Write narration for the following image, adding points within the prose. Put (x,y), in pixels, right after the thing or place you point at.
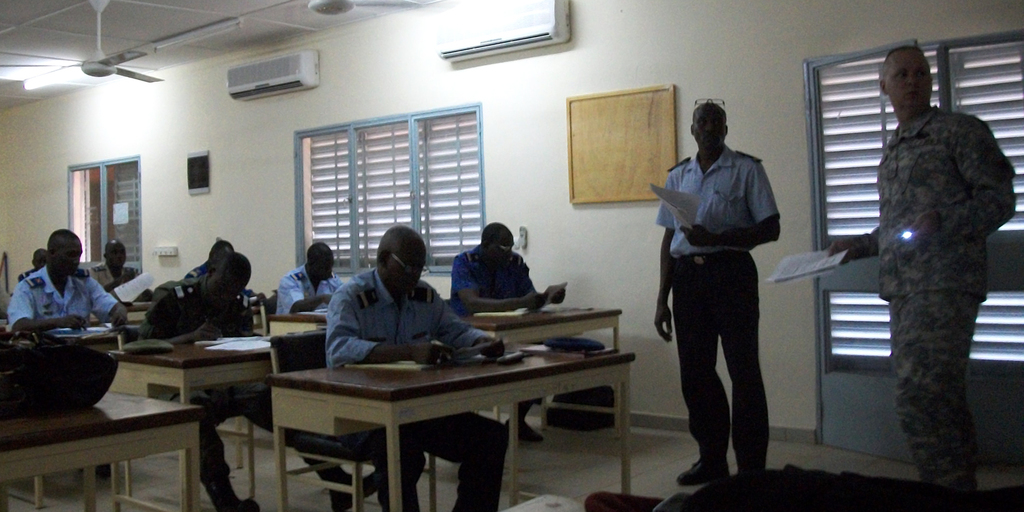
It is an examination hall (561,149) the students (394,285) are sitting on the table (424,372) and writing the exam (264,340), in front of that there are two examiners (758,203) standing both of them are holding the papers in their hand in the background (783,200) there are Windows (425,195), air conditioners (259,84) to the wall (622,79).
